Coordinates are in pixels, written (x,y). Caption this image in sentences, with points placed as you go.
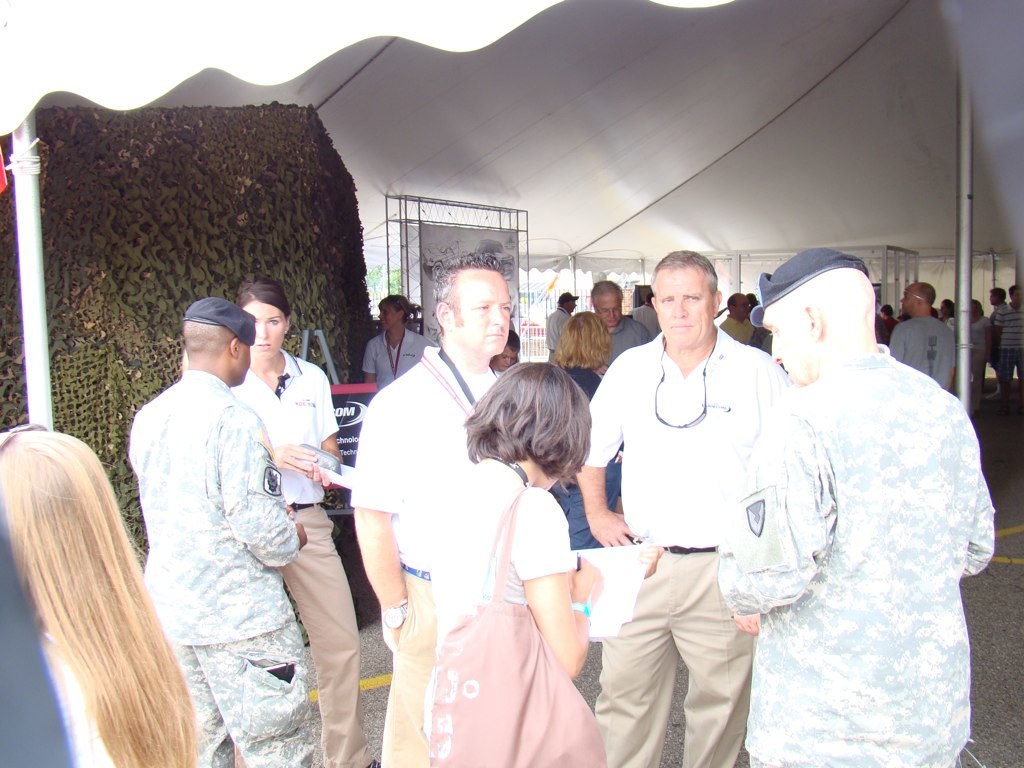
This picture describes about group of people (531,406), they are standing in the tent (734,243), in the middle of the image (539,473) we can see a woman (480,532), she is writing on the book (618,570) and she wore a bag (474,630), and also we can see few sign boards (349,390) and metal rods (24,293).
